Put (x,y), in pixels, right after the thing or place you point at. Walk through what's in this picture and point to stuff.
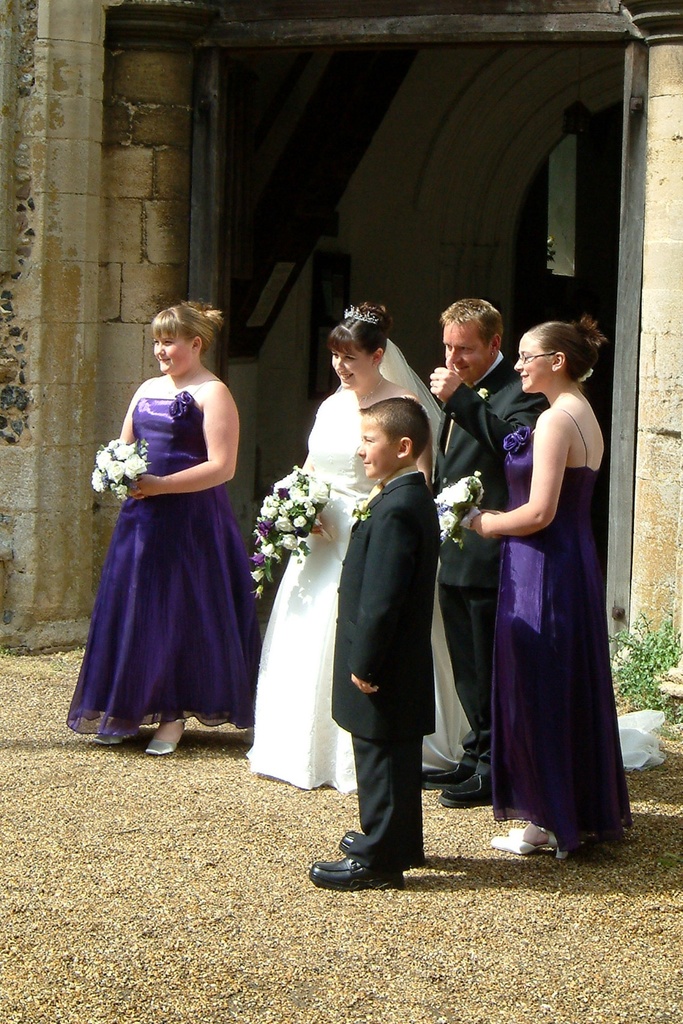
In this image we can see few people (379,517) standing. Some are holding flower bouquets (270,513). In the back (156,206) there are brick walls (648,350).
